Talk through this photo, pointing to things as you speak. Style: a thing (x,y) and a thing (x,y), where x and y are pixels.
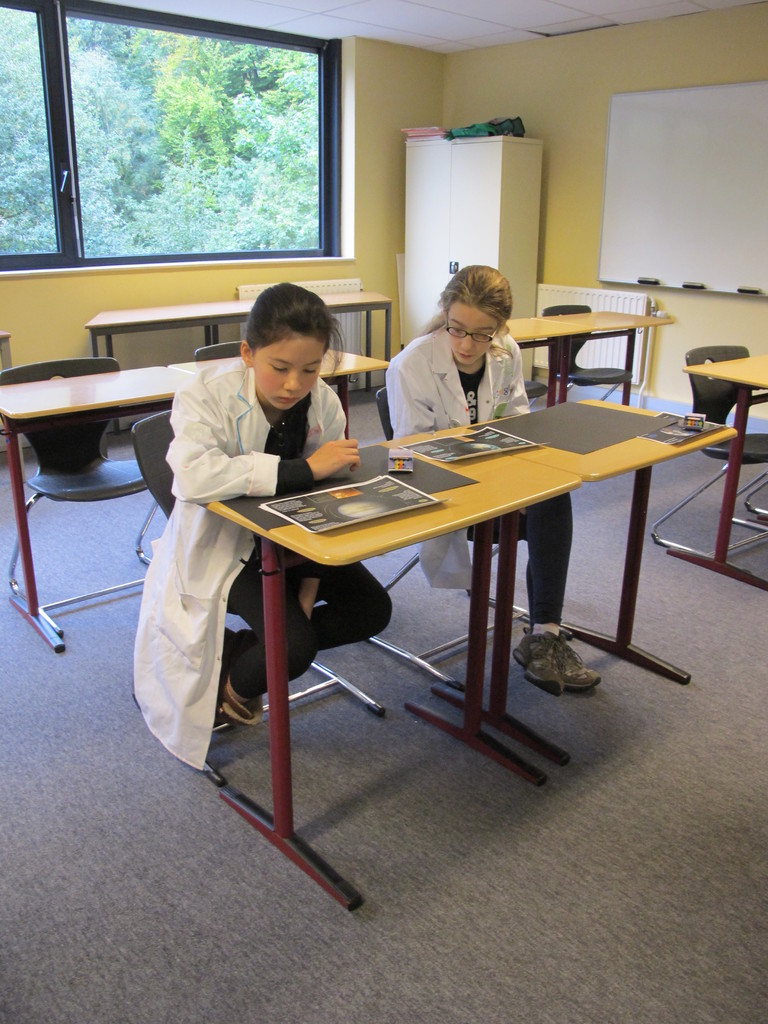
On the background (586,114) we can see a wall (439,124) in yellow colour, white colour cupboard (510,197) and window (180,187). This is a ceiling (465,48). This is a floor (370,846). Here we can see chairs (72,433) and tables (96,403). In Front of a picture we can see two girls (291,434) on chairs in front of a table (310,545) and observing posters (326,523) which are on the table (543,476).
